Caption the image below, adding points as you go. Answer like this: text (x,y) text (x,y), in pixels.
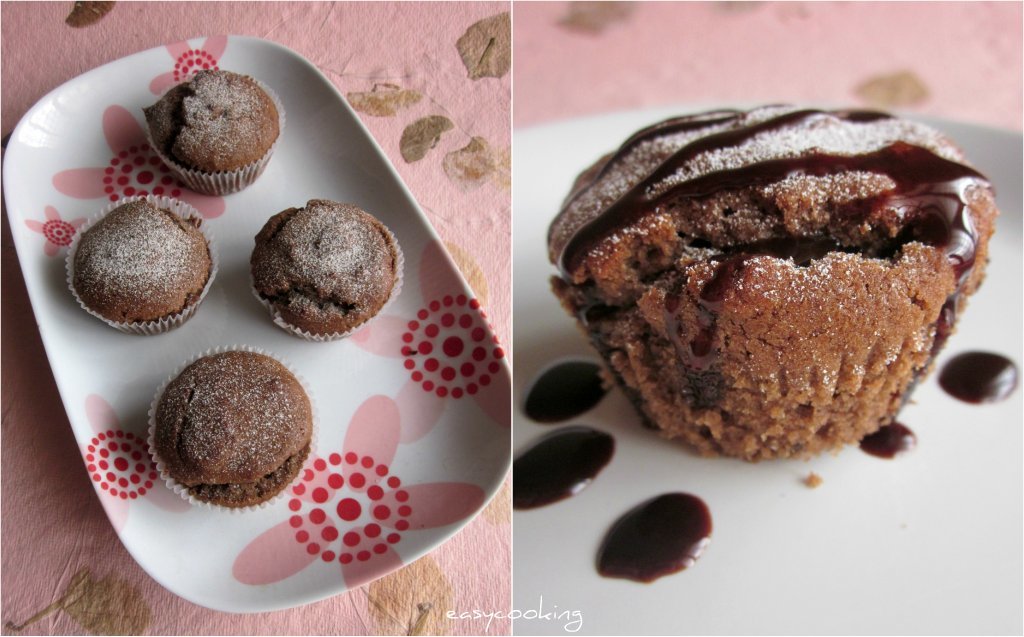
On the left side of the image (159,411) we can see four cupcakes (202,405) in a tray (383,530). On the right side of the image (884,380) we can see a cupcake (782,421) and some chocolate drops (652,520) in a tray (597,416).
